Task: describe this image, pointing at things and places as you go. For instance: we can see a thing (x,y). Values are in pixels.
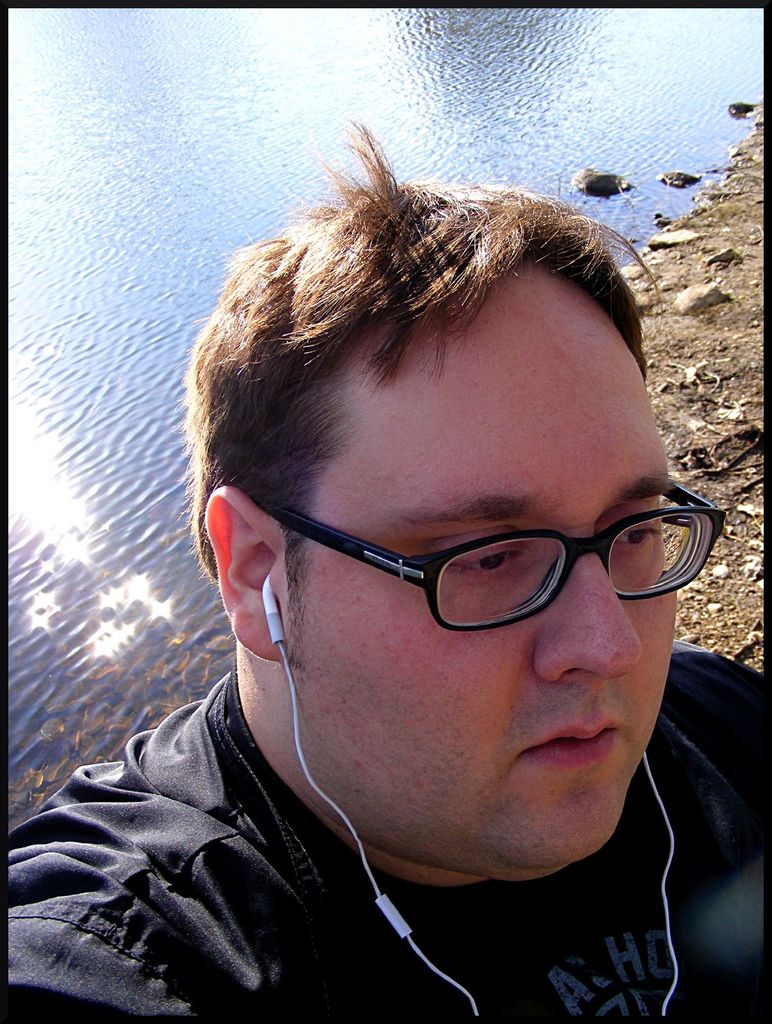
In this image, I can see a man (485,796) with spectacles (492,620) and earphones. Behind the man (240,354), there is water (397,129). On the right side of the image (722,370), I can see the rocks (706,307) on the ground (710,339).
